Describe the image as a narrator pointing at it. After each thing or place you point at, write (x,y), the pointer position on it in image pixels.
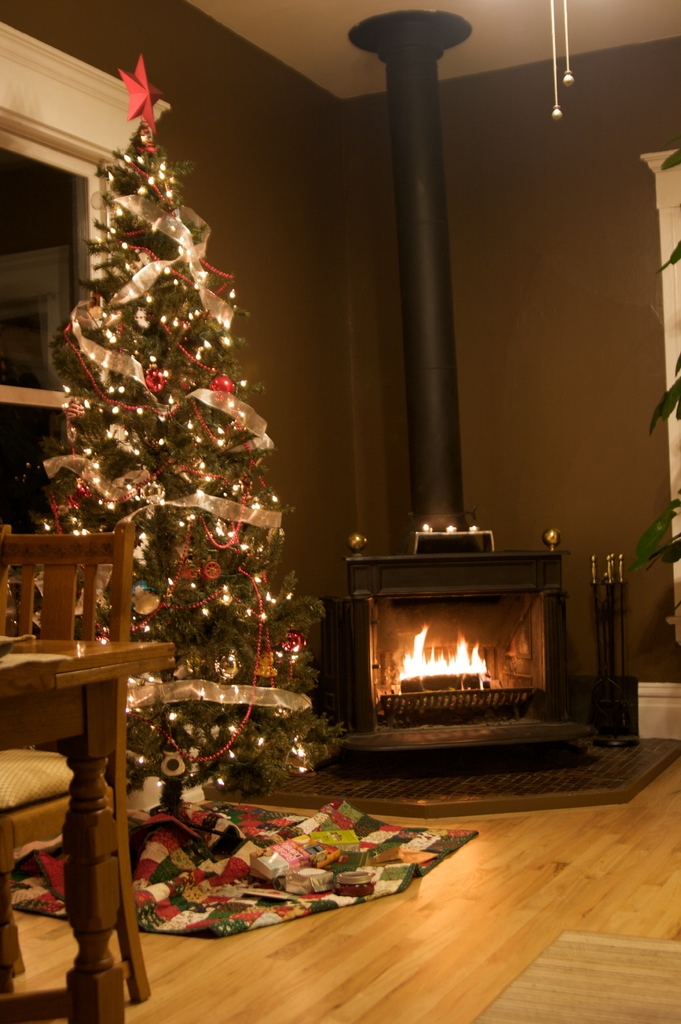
In this image we can see the Christmas tree (164,240) with the lights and also the decoration (135,595). We can also see a table (73,725) and a chair (106,546). In the background (489,301) we can see the wall (568,278), a black color pole (439,282) and also the fireplace (503,643). We can also see the house plant (672,545) on the right (660,550). On the left (57,265) we can see the window (23,440). At the bottom (421,841) we can see the cloth (397,841) and some objects (349,874). We can also see the floor (434,937).
